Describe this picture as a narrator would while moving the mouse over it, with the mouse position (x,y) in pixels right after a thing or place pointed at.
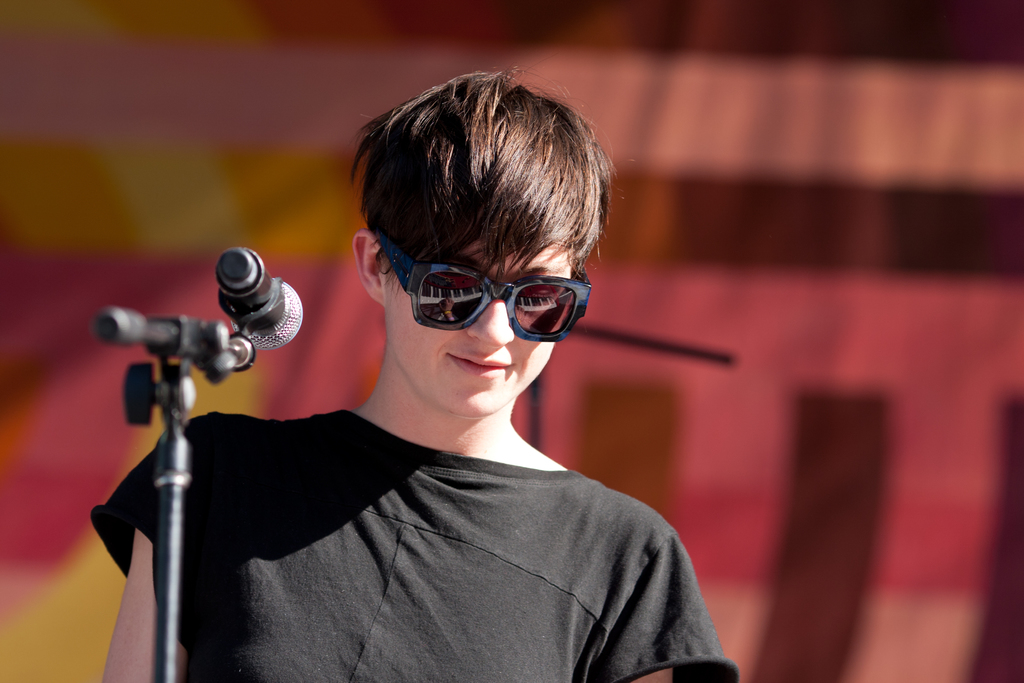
Here we can see a woman (296,507) and she wore goggles (453,328) to her eyes (549,300). On the left (167,358) there is a mic (233,273) on a stand (146,328). In the background (193,307) the image is blur but we can see an object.
